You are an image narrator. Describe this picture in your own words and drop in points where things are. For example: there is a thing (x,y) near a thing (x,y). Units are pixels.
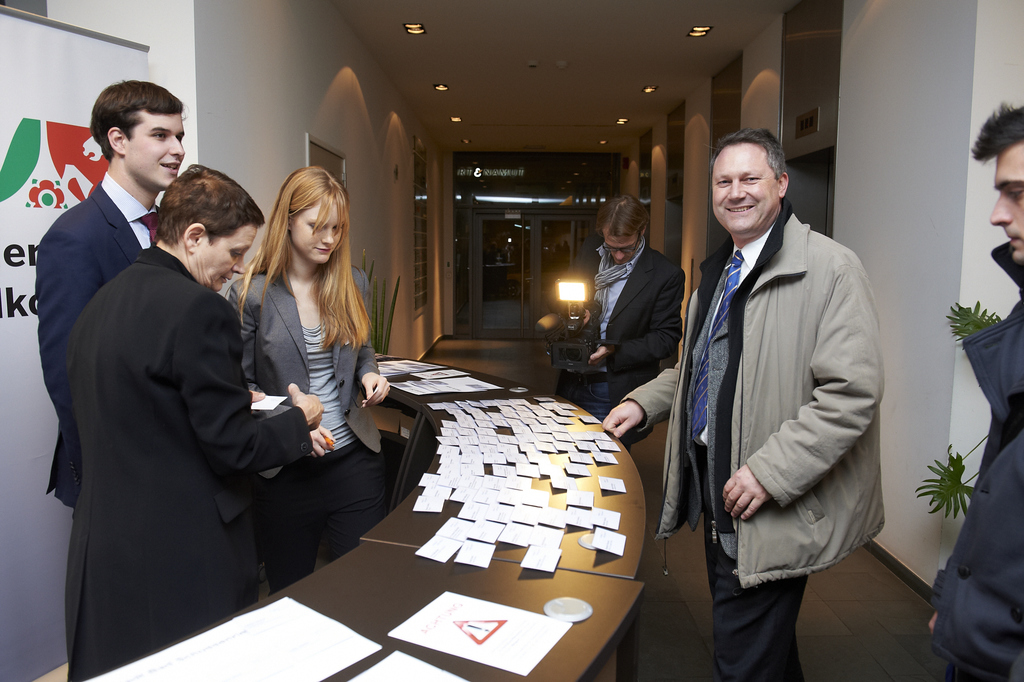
In this image in front (149,535) there are people (164,518). In front of them there is a table (539,576) and on top of it there are papers (502,610). Behind them there is another person (616,336) holding the camera (541,325). On both right and left side of the image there are plants (954,489). At the bottom of the image (871,615) there is a floor (883,617). On the left side of the image (41,392) there is a banner (53,609). In the background of the image (526,251) there is a door (518,326). There is a wall (361,112). On top of the image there are lights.
